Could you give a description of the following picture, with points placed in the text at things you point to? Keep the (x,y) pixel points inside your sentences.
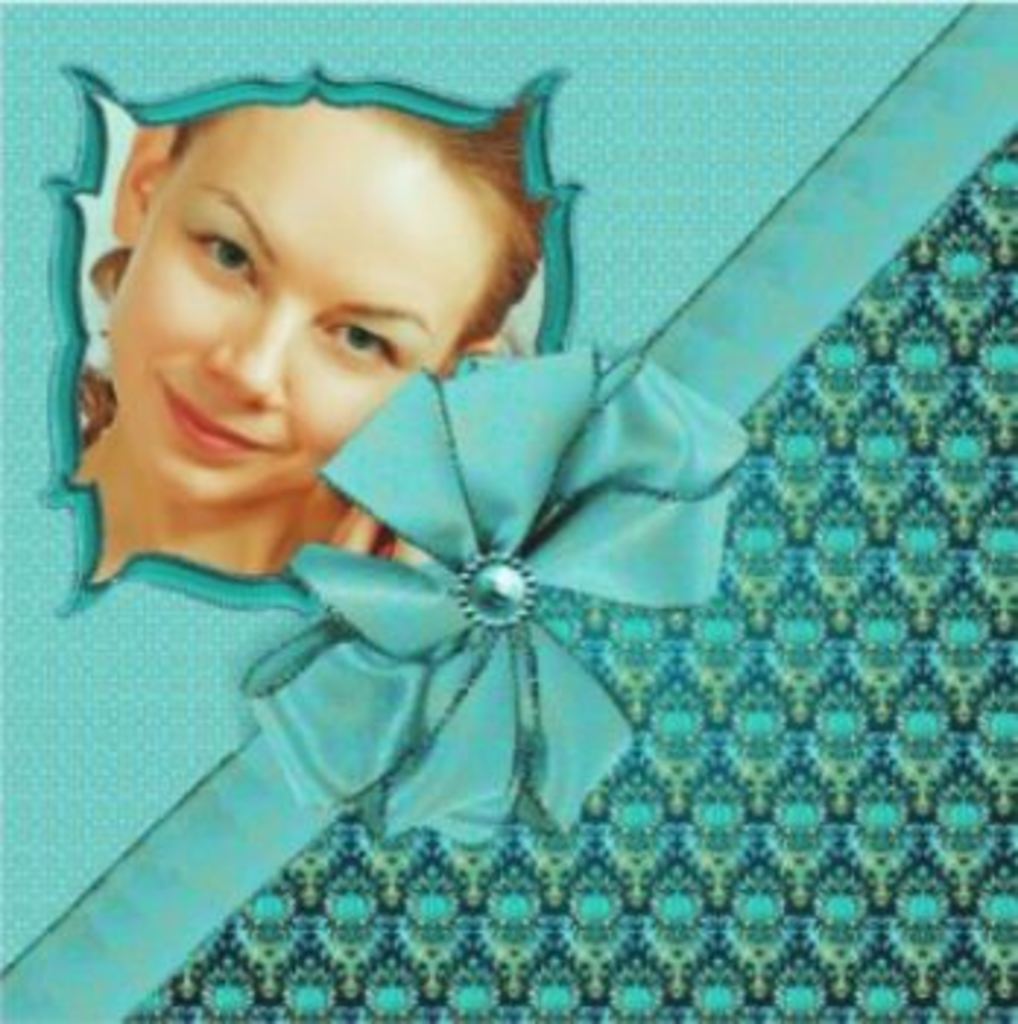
In this image, on the left side (287,545), we can see picture of a woman (321,253). In the background (803,546), we can see blue color.
